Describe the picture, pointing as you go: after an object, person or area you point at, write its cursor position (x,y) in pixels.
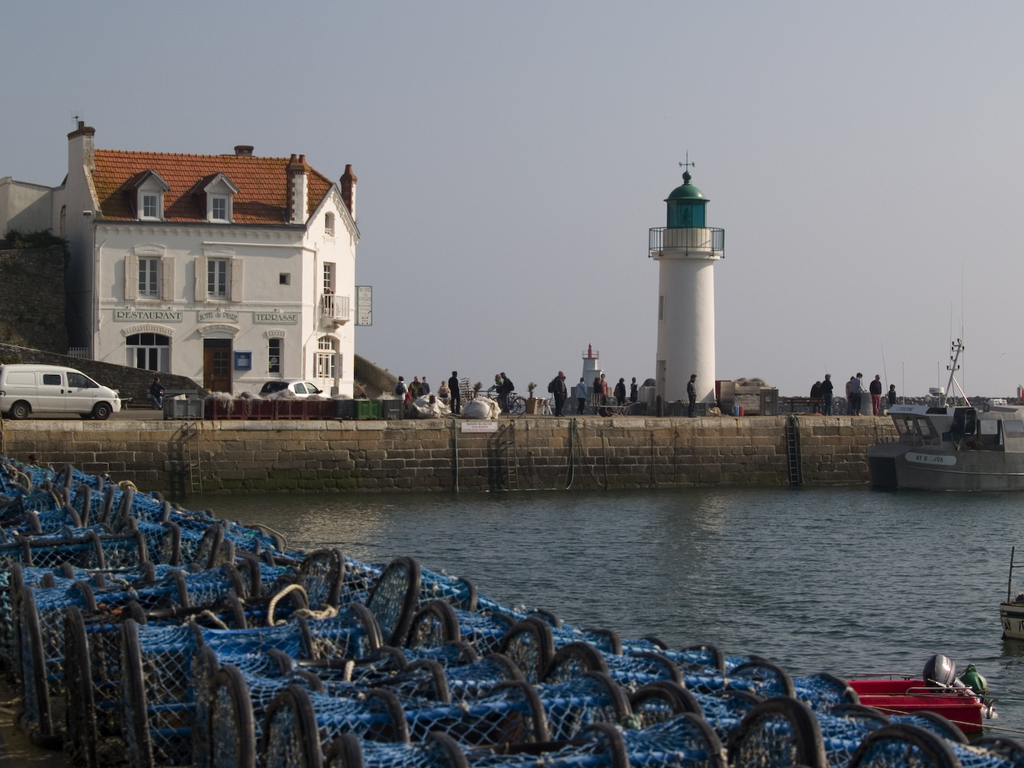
In this picture we can see a net (244,614) on some objects (160,547), boats (953,488) on the water (756,608), ladders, walls (450,431), towers (659,354), vehicles (104,397), building (188,350) with windows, doors (221,371) and a group of people (852,391) on the road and some objects (616,412) and in the background (465,197) we can see the sky (496,150).
